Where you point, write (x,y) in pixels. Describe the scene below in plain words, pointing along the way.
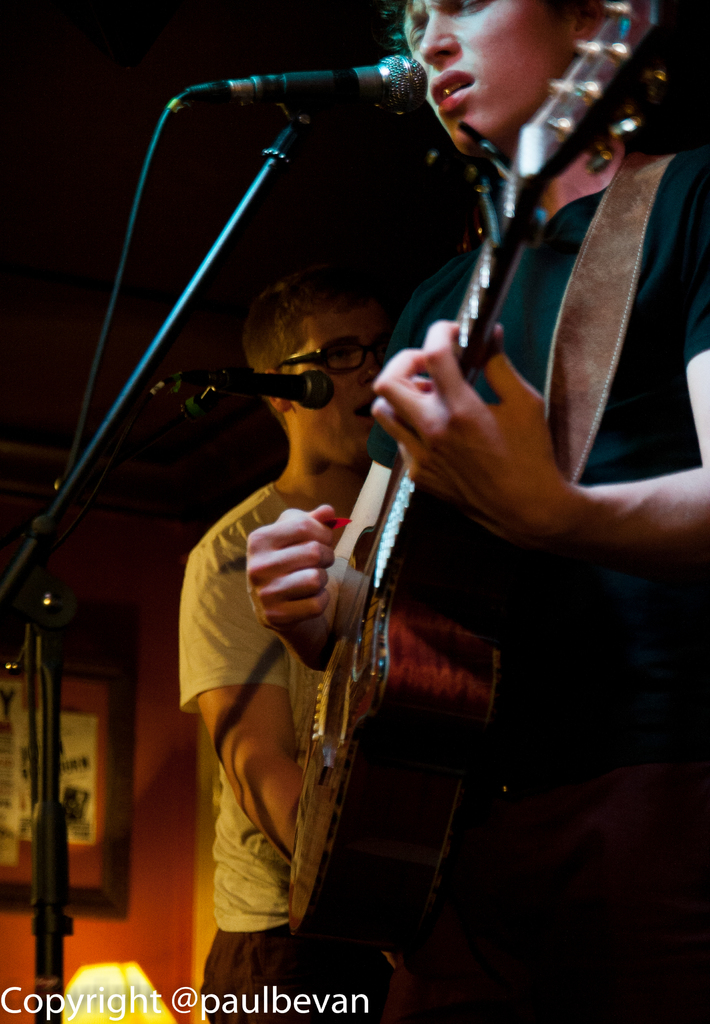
In this image i can see a person (440,429) holding a guitar (366,924) in his hand (490,431) and another person (280,707) standing beside him, and i can see microphones (422,94) in front of them.
